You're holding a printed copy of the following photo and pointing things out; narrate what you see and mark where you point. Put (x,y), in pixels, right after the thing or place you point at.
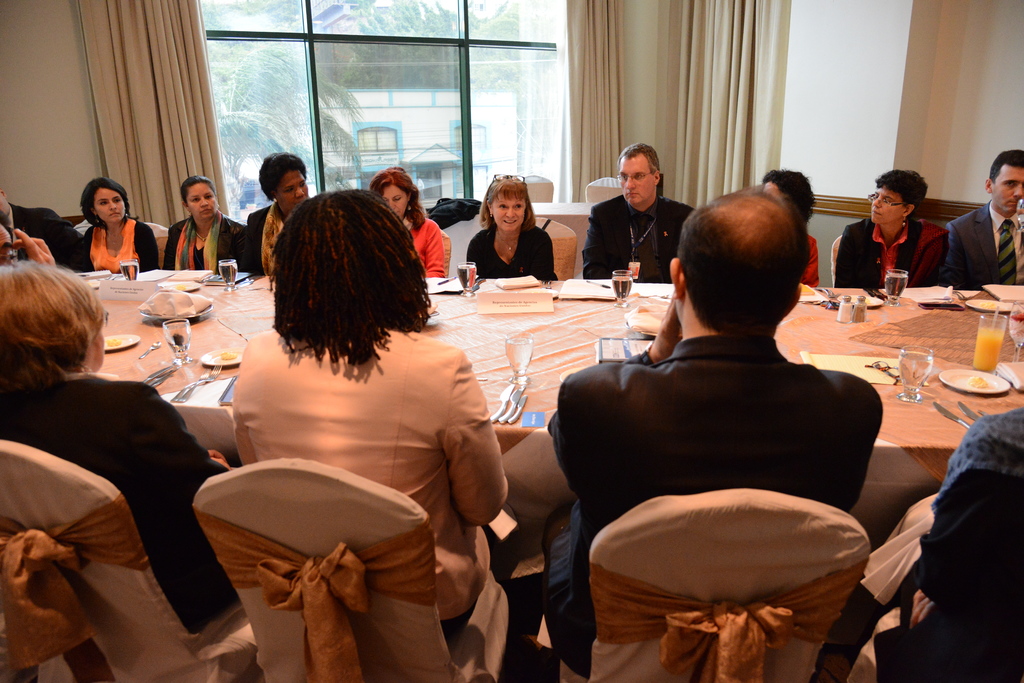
There are many people (361,254) sitting on chairs (135,556). There is a table (561,346). On the table (808,325) there are some glasses (529,372), knives (518,393), papers (599,290), plates (211,357) and some food items (185,286). In the background (185,101) there are curtains (612,104) and windows (385,89).
